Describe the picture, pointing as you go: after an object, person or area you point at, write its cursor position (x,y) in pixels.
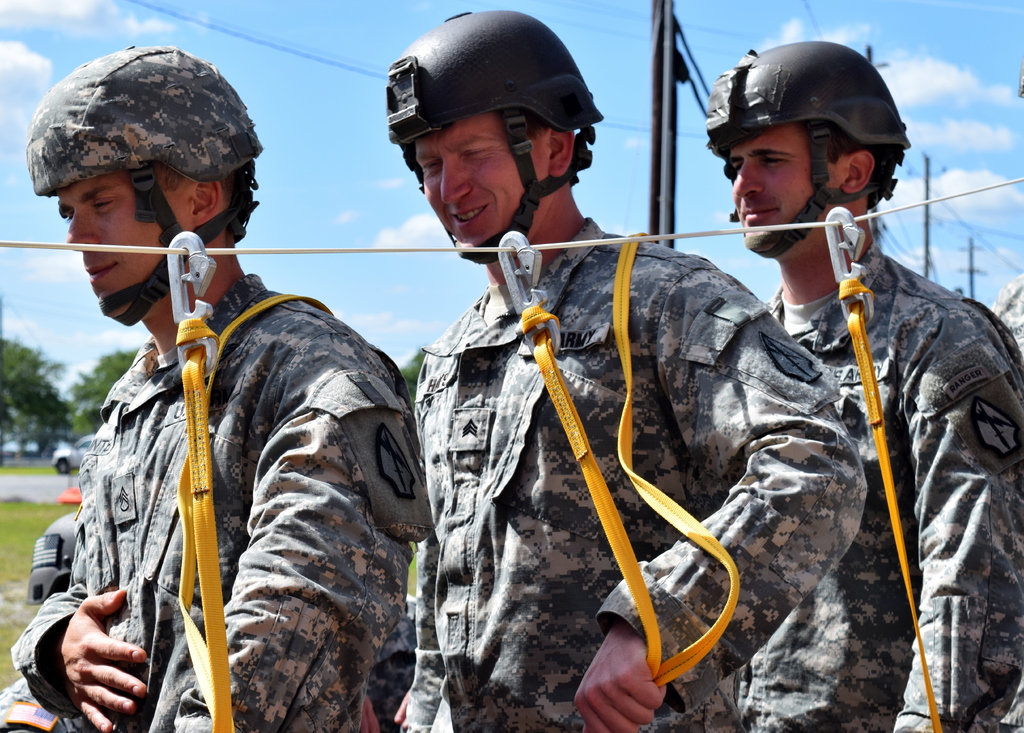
This three people (324,472) wore military uniform (449,372) and helmets (108,87). Sky (924,128) is cloudy. Background (18,372) there are trees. pole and vehicle (61,450).
